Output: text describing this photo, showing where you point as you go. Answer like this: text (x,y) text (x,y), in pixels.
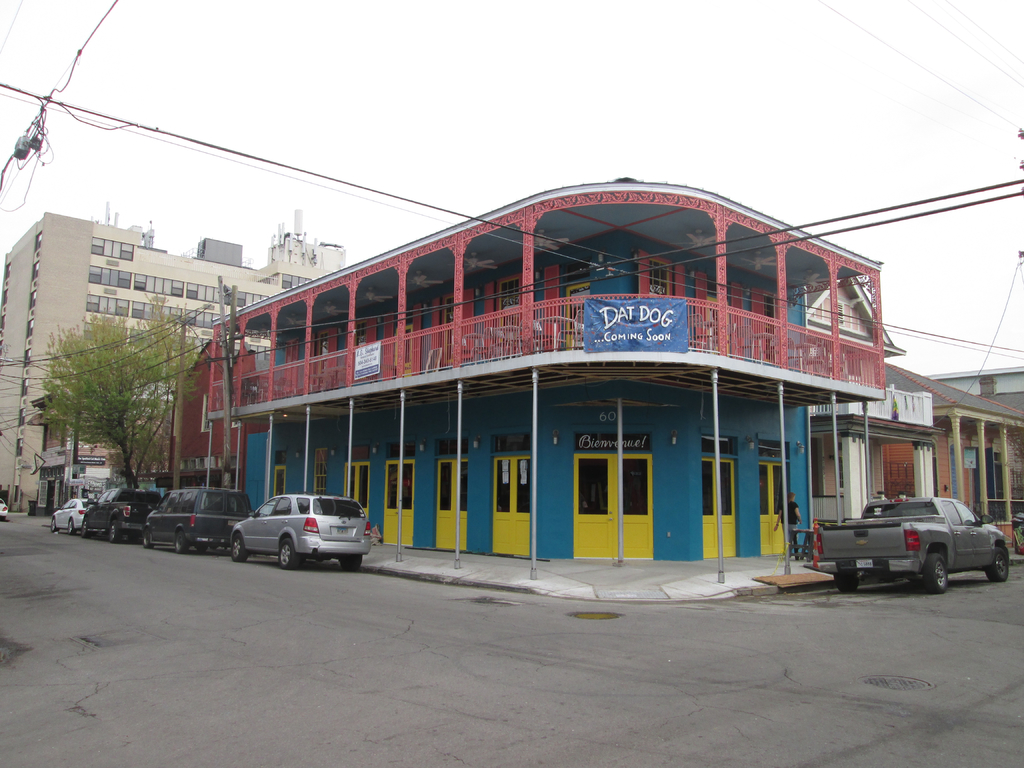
In the picture we can see the building (624,492) with many doors (450,492) which are yellow in color and some part of glasses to it and near to the building (433,491) we can see some cars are parked and beside the building (800,486) we can see a tree (59,372) and another building (24,311) with many floors (24,311) and in the background (207,93) we can see the sky (333,225).
